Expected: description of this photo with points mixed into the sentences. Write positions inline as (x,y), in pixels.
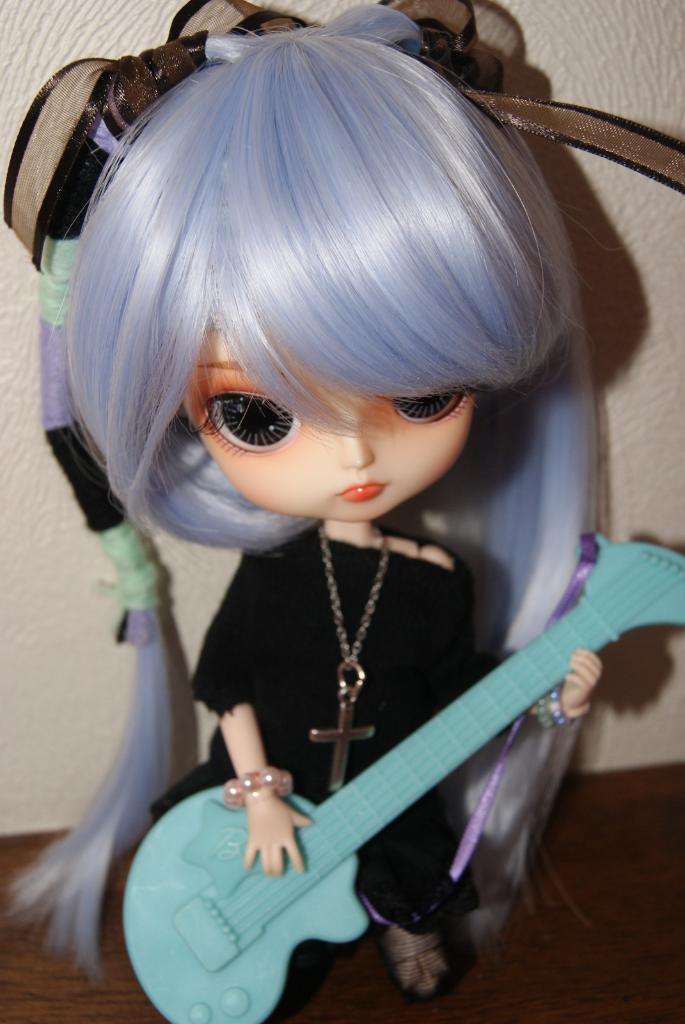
Here I can see a Barbie toy (294,605) which is dressed with a black color frock (272,636). There is a toy guitar (381,767) in the hands (263,801). In the background (670,476) there is a wall (664,391).
